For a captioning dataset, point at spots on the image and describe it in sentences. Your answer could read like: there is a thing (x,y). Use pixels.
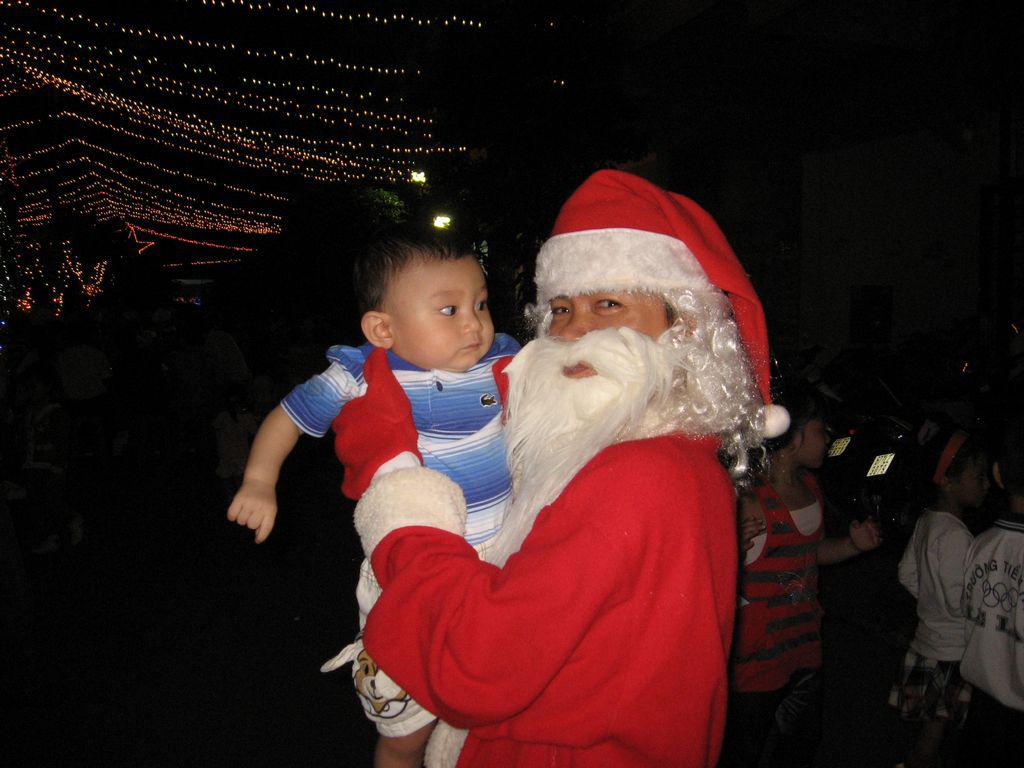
In this image we can see a person (581,537) in Santa getup (589,502) and holding a kid (482,449) in the hands (352,489). In the background (225,365) the image is dark but we can see decorative lights (40,71) on the left side (323,99) and kids (927,705) on the right side (978,487).
